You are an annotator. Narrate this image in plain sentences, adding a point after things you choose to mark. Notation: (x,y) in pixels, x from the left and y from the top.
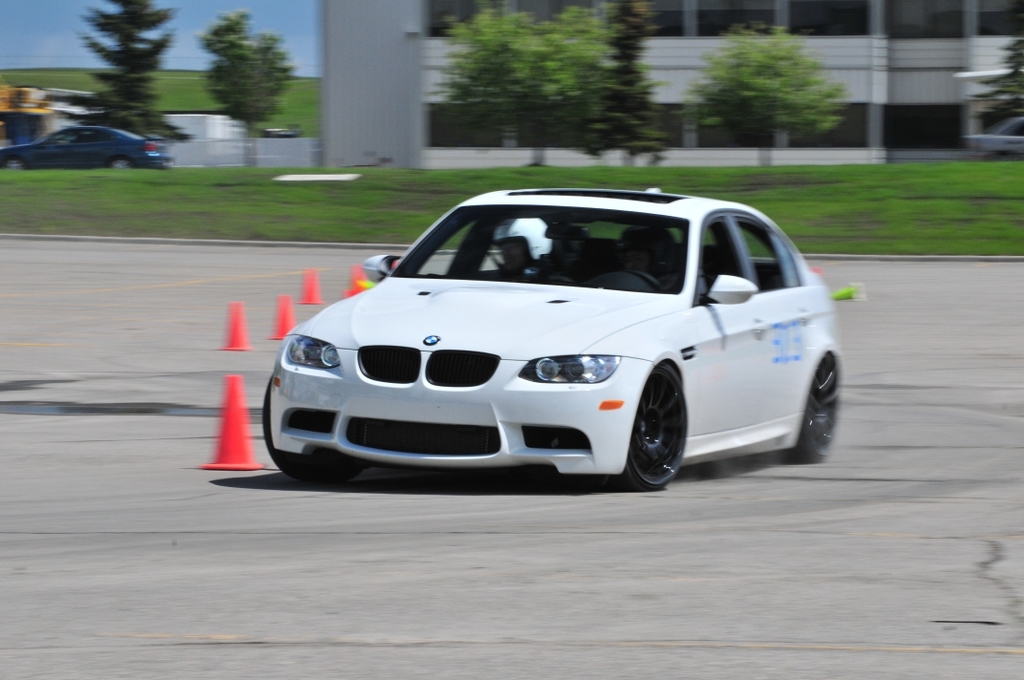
In this picture we can see a car (599,400) traveling on the road (324,278), there are some traffic cones (318,291) here, we can see grass (757,173) and trees (632,124) here, in the background (843,16) there is a building (848,45), we can see another car (51,160) here.
